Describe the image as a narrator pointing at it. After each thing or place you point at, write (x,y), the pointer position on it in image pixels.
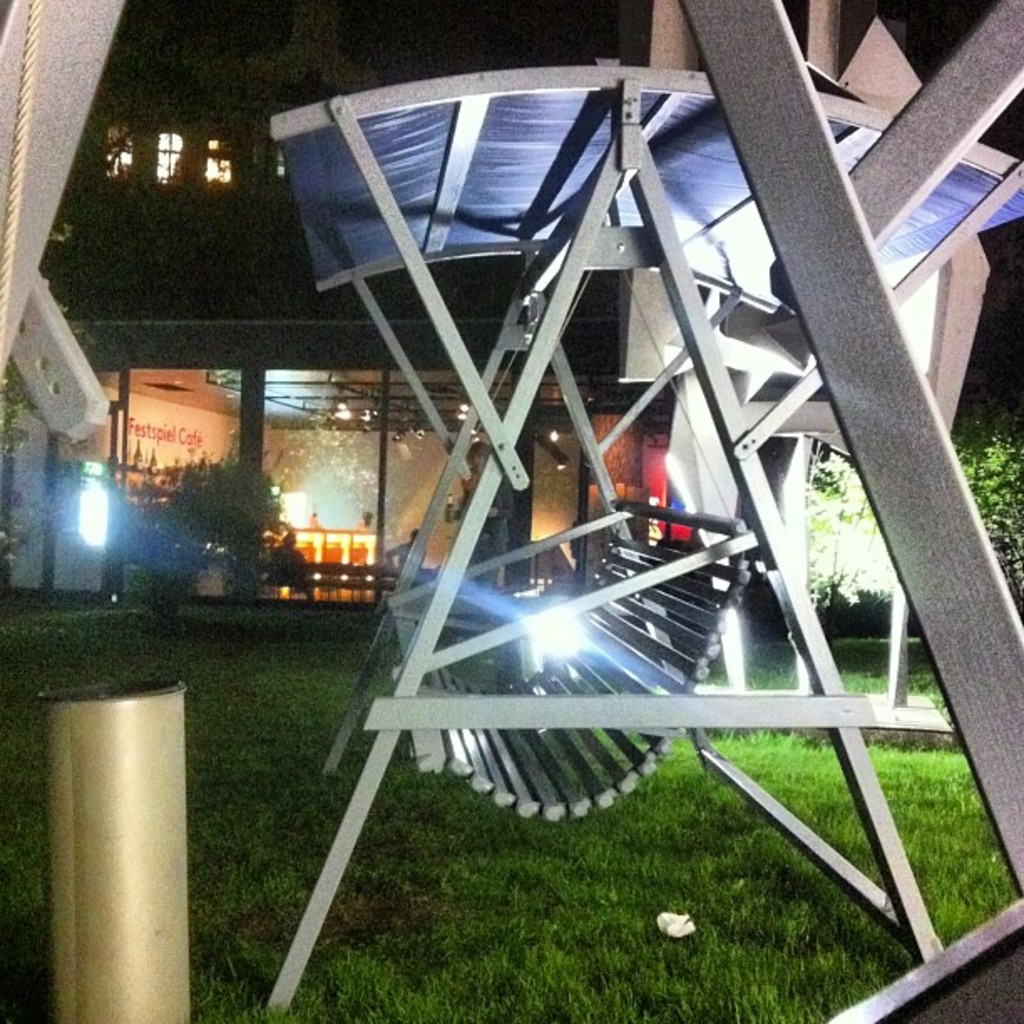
There is a garden swing (613,714) on the grass (726,899). There are trees (1019,500) and a building (338,369) at the back (332,413) which has glass walls (152,410).
